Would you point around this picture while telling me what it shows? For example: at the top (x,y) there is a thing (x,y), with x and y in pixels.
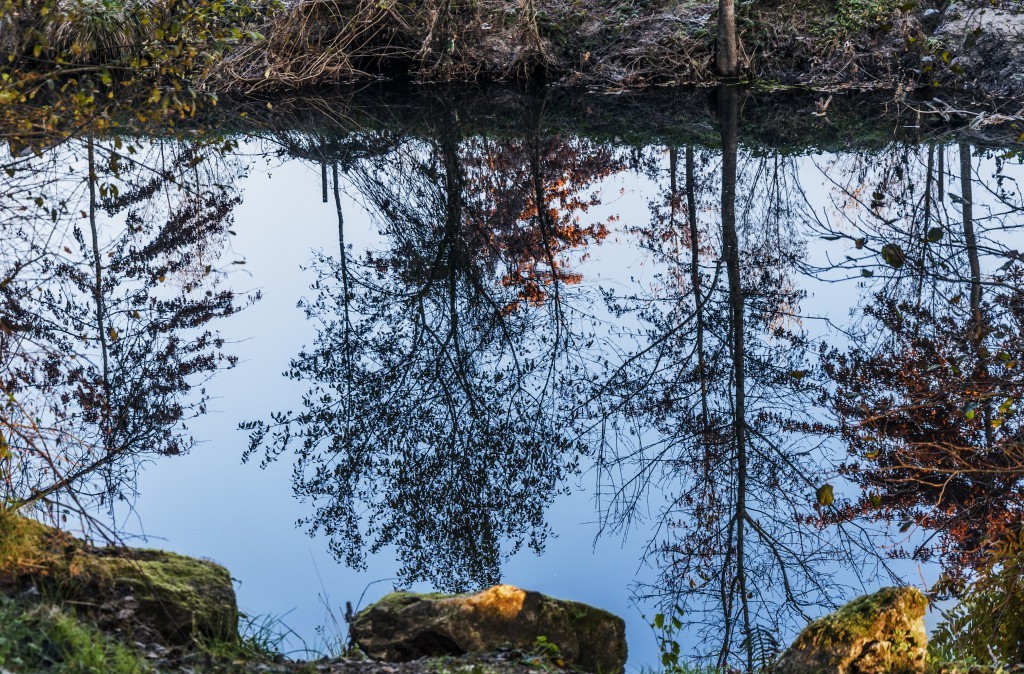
This picture shows water (689,516) and we see reflection (213,178) of trees (173,324) in the water (696,438) and we see stones (415,640) on the side.
